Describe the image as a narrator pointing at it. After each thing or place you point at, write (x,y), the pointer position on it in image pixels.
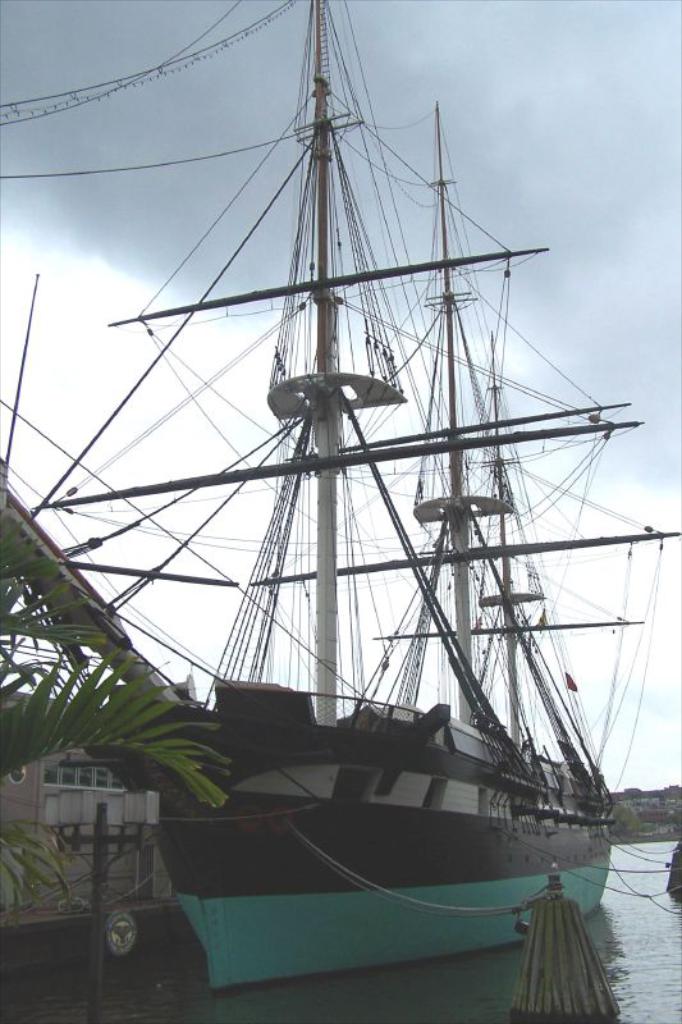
In the picture we can see a boat (220,973) which is black and some part is light blue in color in the water (635,973) and on the boat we can see some poles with wires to it and beside it, we can see some house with glass windows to it and in the background (609,364) we can see a sky (364,412) with clouds (35,270).
